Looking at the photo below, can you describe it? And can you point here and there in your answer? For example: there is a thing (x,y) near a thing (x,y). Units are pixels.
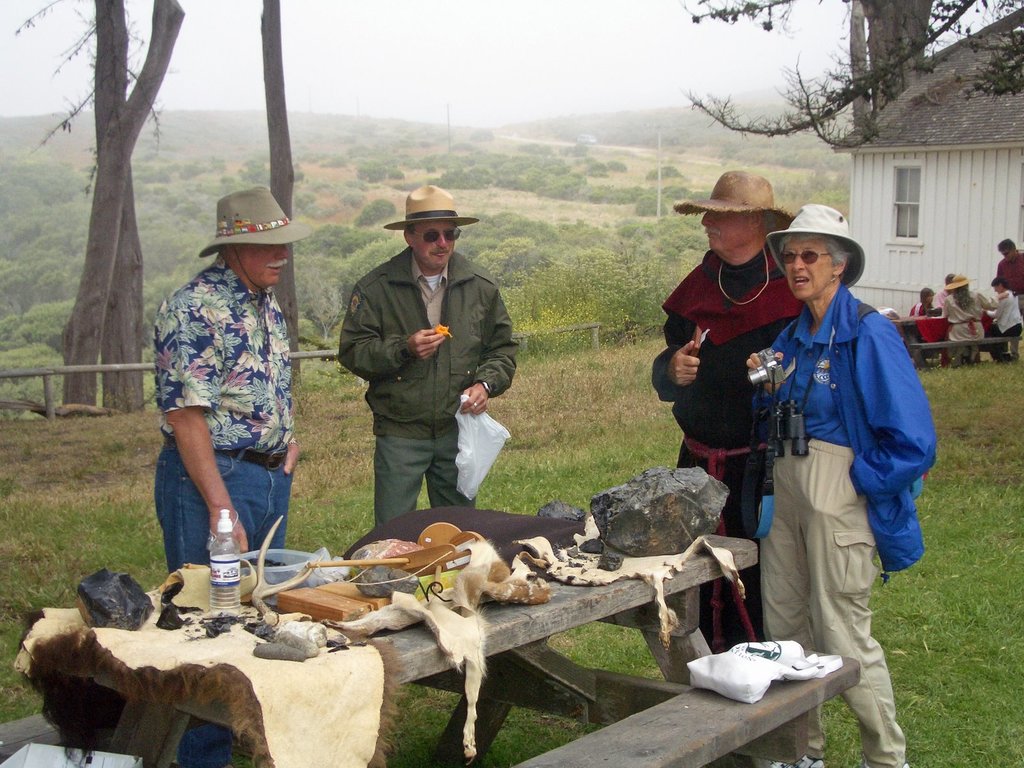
In this picture we can see a group of people (423,389) on the ground (592,391), here we can see a table (593,707), bottle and some objects (782,642) and in the background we can see a shed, trees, poles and the sky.
